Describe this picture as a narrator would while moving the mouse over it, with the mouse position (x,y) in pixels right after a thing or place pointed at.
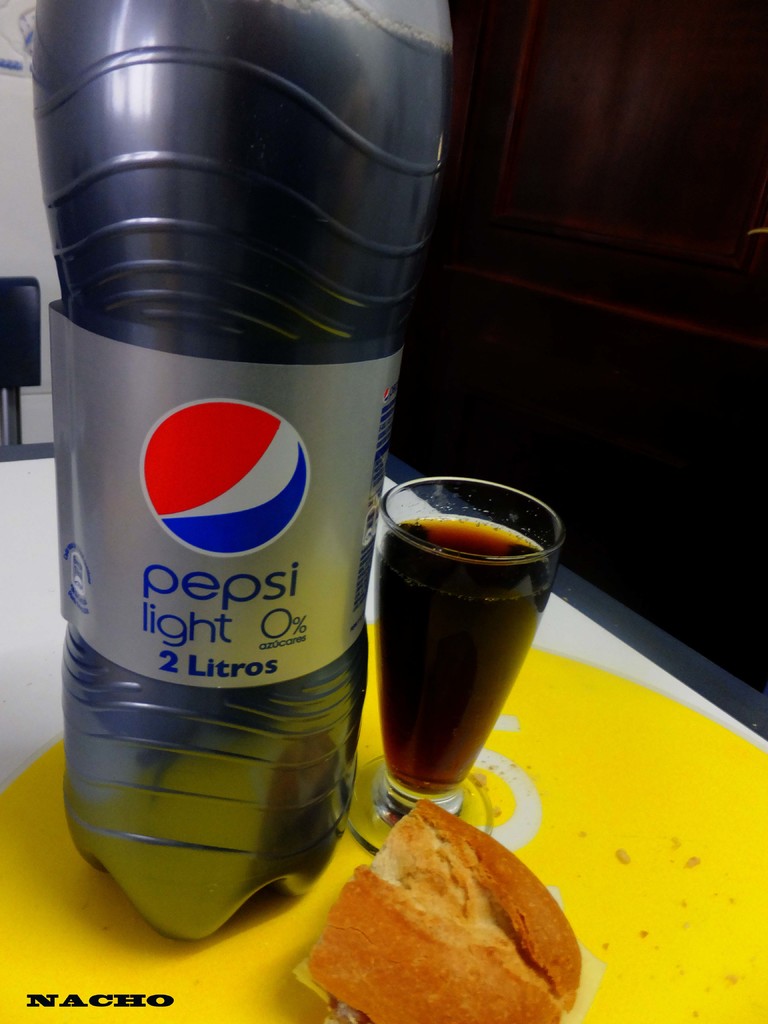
There is a drink bottle (232,563) and a glass (447,616) with some drink (443,639) in it on the table (6,678). We can observe a food (434,915) too.
